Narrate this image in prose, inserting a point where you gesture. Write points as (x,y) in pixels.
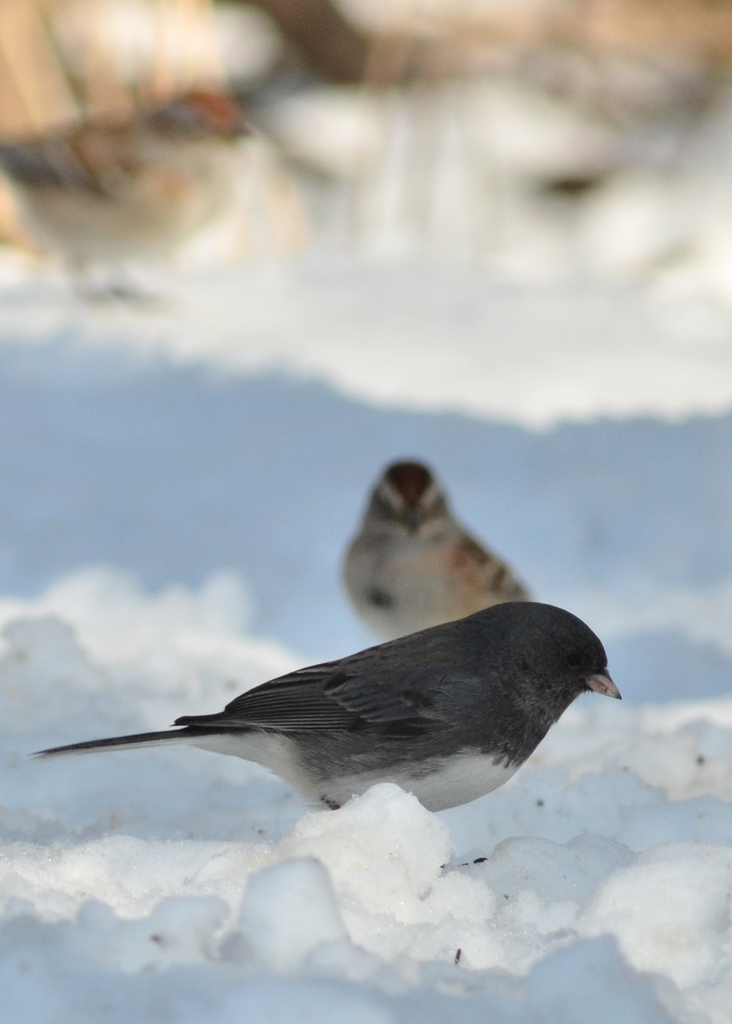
In this picture we can see some birds (369,738) are in ice (440,892).
